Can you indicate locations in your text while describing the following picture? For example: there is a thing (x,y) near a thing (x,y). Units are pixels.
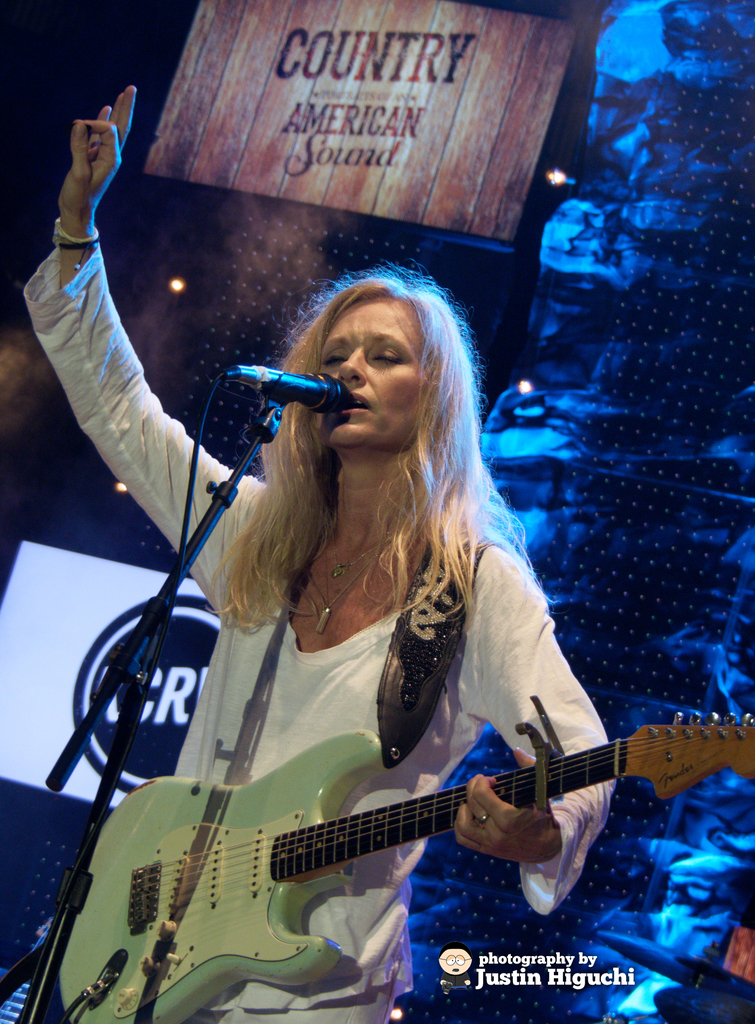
In this image there is a person (320,660) wearing white color T-shirt (366,681) playing guitar (421,833) and in front of her there is a microphone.
